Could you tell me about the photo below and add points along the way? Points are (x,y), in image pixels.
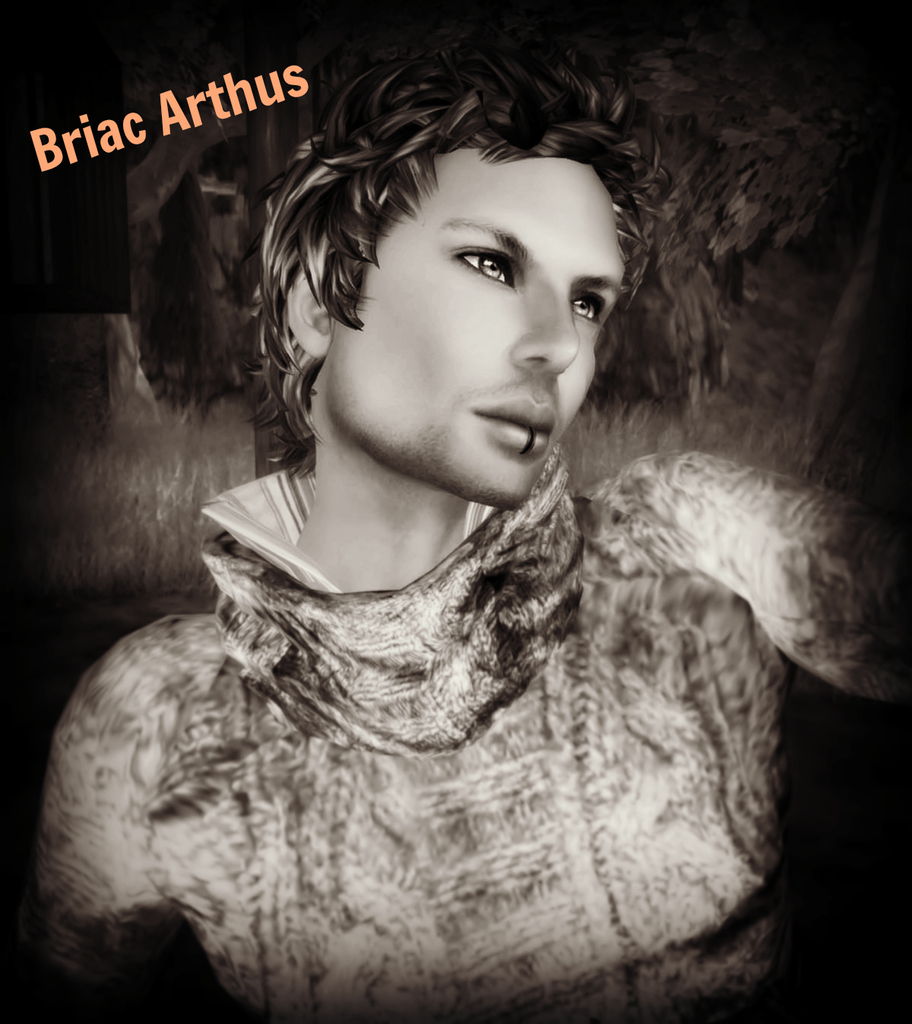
Here we can see a graphical image, in this picture we can see a cartoon (452,319) of a person (452,319), on the left side (258,80) there is some text (43,163), we can see a dark background (893,160).
